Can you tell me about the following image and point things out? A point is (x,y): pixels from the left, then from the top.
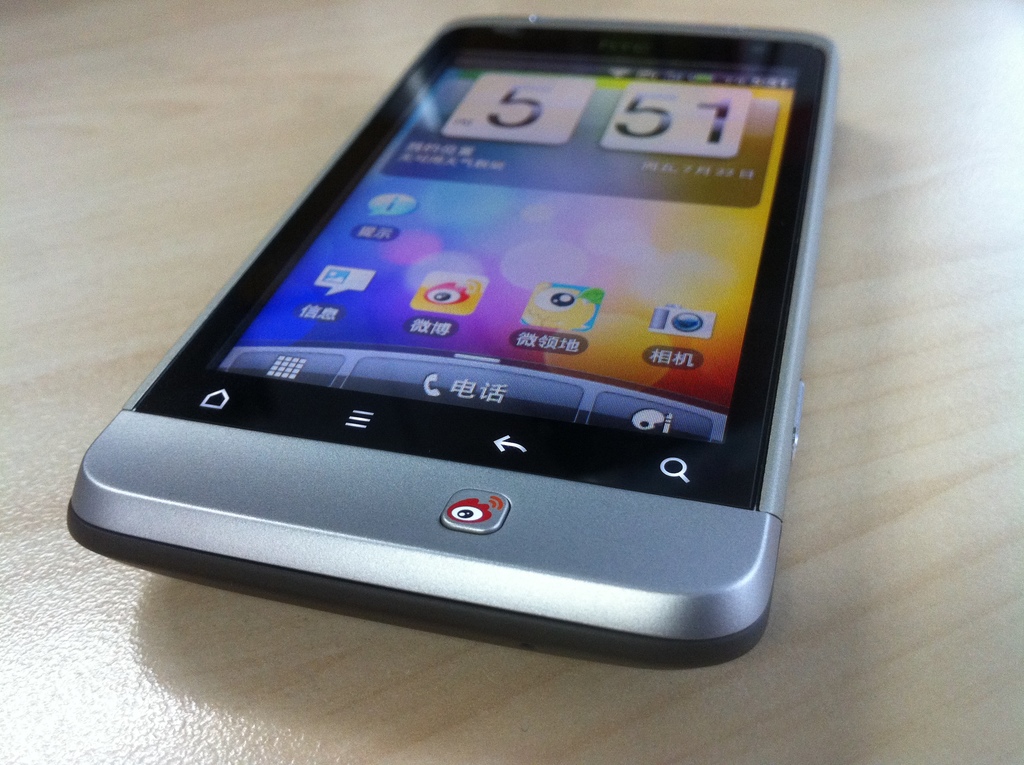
In this image we can see one touch screen mobile phone (321,470) on the table (548,687). In this screen (441,158) we can see some apps (472,376), date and time (743,93).
